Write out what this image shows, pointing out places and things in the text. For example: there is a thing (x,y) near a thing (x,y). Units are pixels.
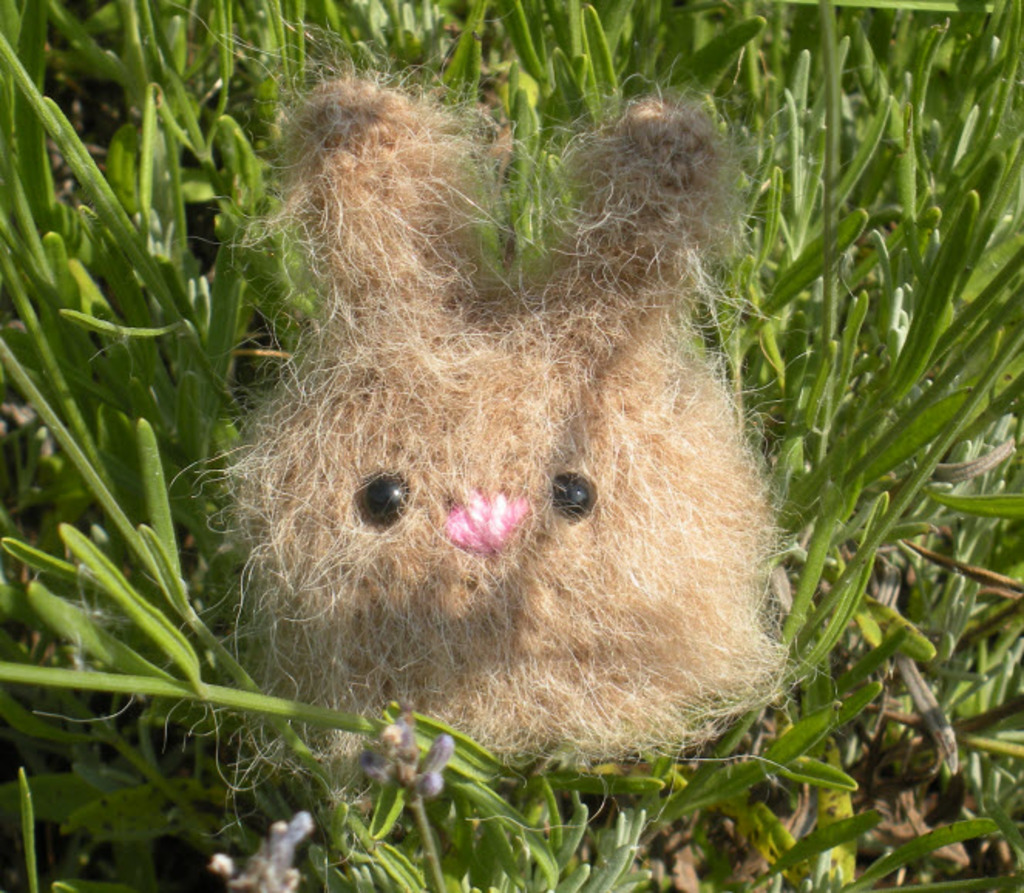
In this picture we can see the plants (1013,292) and buds (281,841). We can see the toy (743,456) made with few objects (733,435).
